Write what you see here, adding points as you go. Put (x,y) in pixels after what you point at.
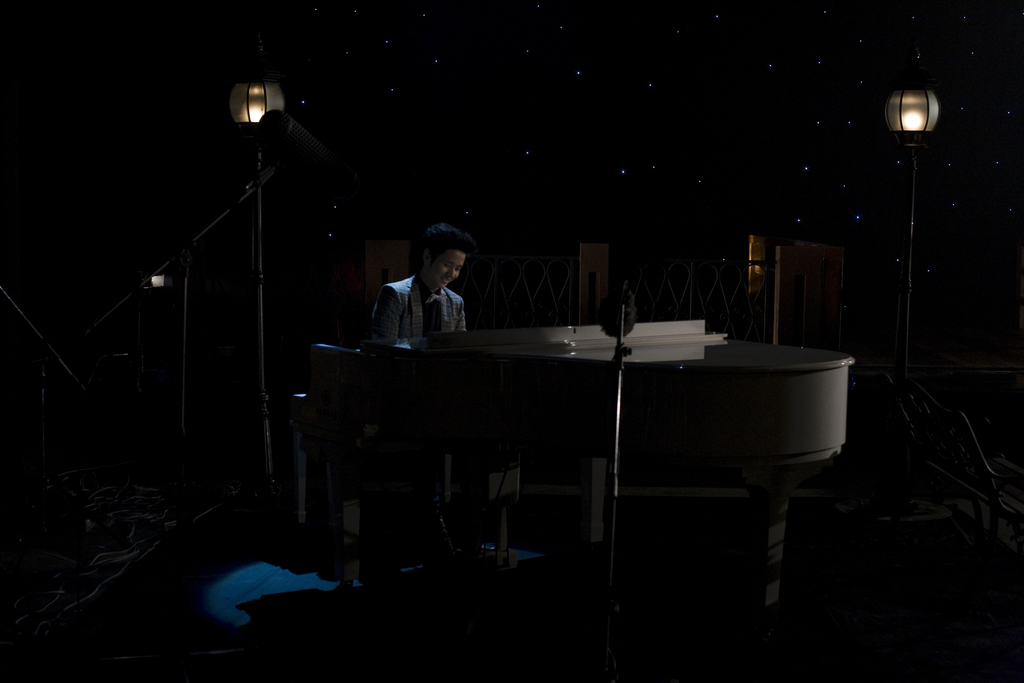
In this image there is a person (447,317) sitting in front of the musical instrument (458,355) and smiling. In the background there is a light pole (261,304) and in the front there are mics (616,451) and there is a pole (910,264) on the right side (912,256). There is a fence (552,294) in the background (582,284).
